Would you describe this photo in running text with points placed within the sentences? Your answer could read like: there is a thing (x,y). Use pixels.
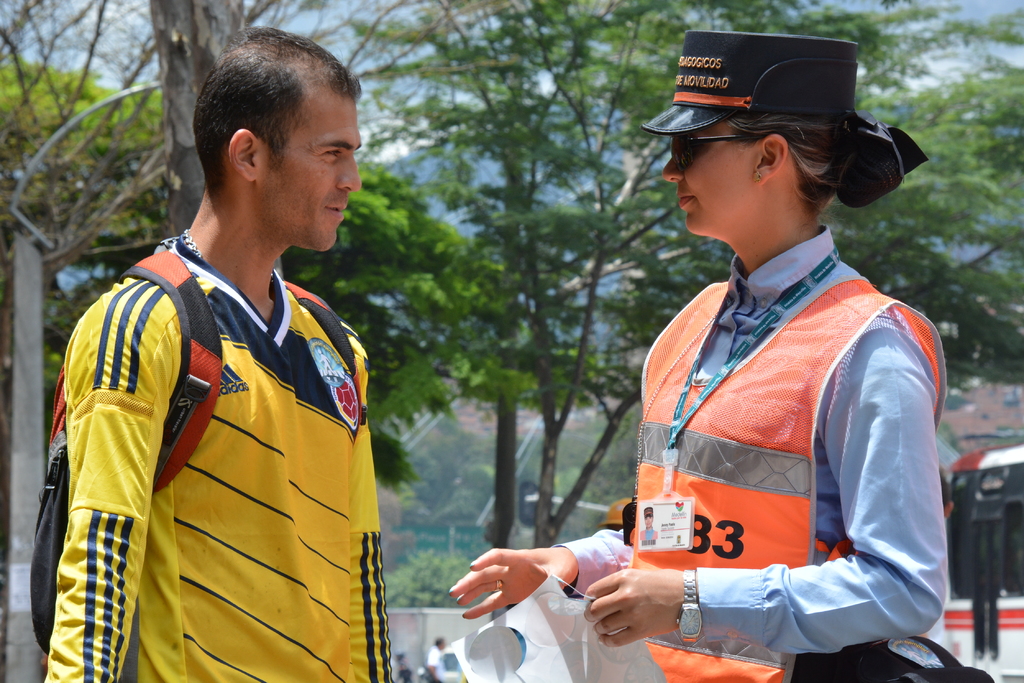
On the left side (305,645), there is a person (305,645) in a yellow color t-shirt (297,415), smiling and standing. On the right side (833,660), there is a woman (799,325) in an orange color jacket (768,448), wearing a badge (654,507) and a black color cap (688,64), smiling and holding an object (531,606). In the background (441,666), there is a vehicle (974,555), there are trees (54,109), persons (437,660), mountains (616,486) and there are clouds (421,129) in the sky (406,148).
